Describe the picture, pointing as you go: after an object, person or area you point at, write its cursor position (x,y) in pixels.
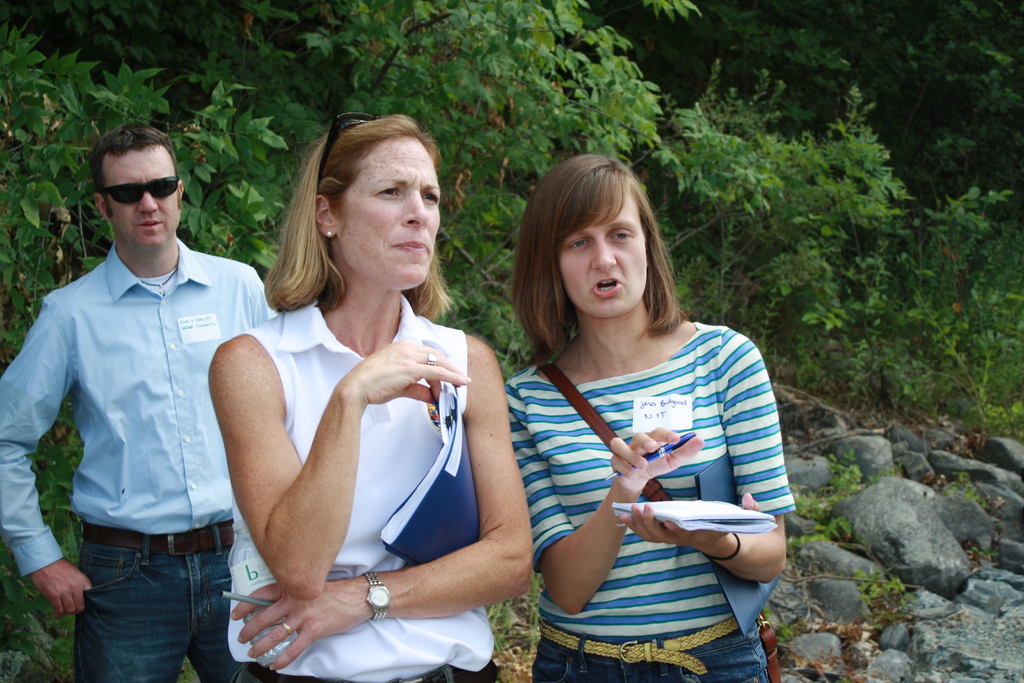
In the image we can see two women (408,255) and a man (219,266) standing and wearing clothes (194,306). We can see the man (116,312) wearing spectacles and the woman (334,518) is wearing finger ring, wrist watch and ear studs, and they are holding objects (427,493) in their hands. Here we can see stones (854,462) and plants (748,141).
